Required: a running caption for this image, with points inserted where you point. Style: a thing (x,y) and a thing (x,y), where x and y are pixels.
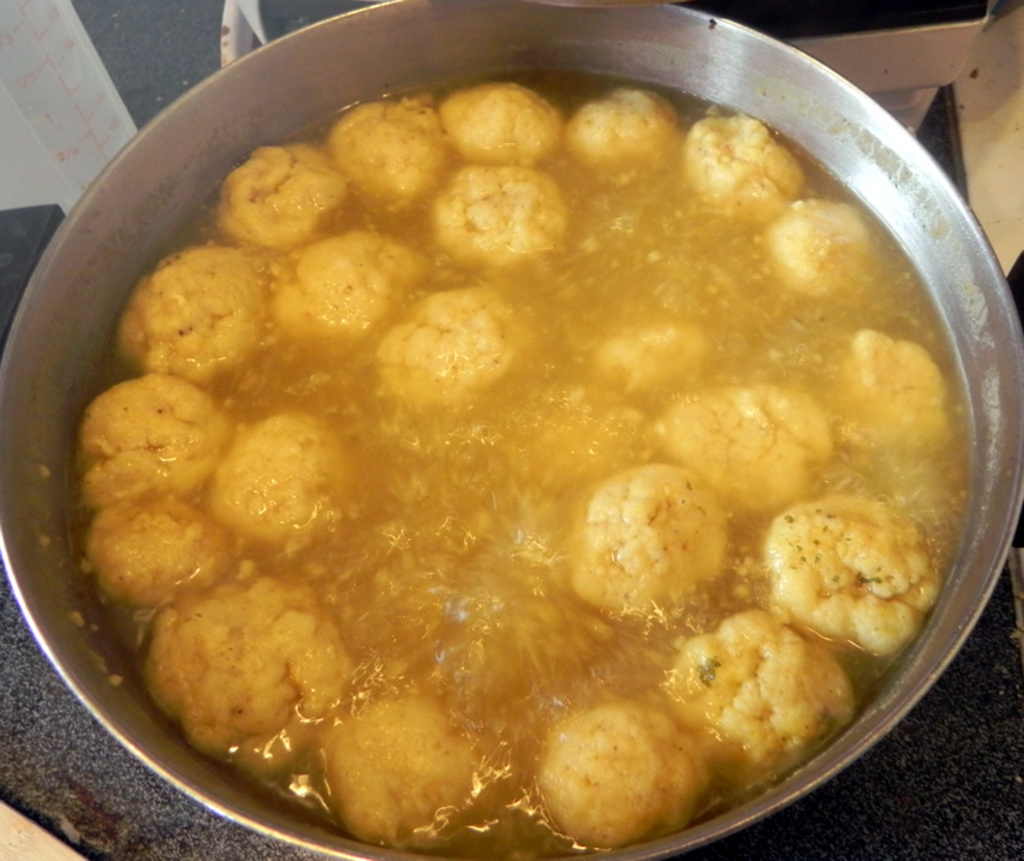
In this image we can see some food (397,576) in a bowl (181,775) and some objects (19,57) are on the surface (31,751).
